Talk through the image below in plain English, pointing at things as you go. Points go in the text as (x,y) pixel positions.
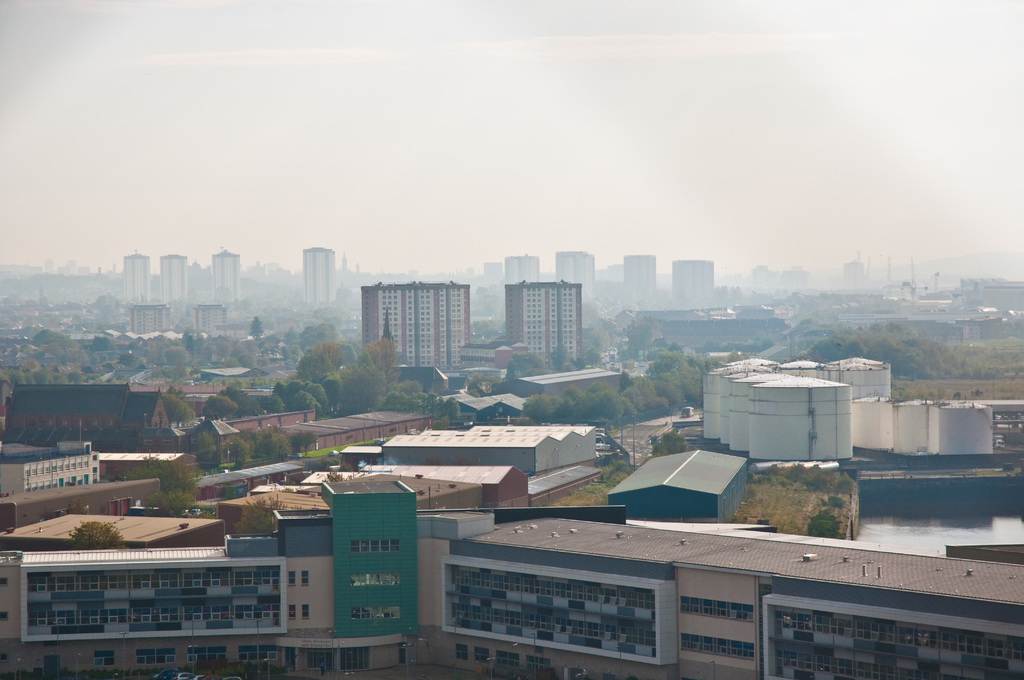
In the image there are many buildings (422,365) all over the place with trees (676,388) all around it and above its sky (602,151).
